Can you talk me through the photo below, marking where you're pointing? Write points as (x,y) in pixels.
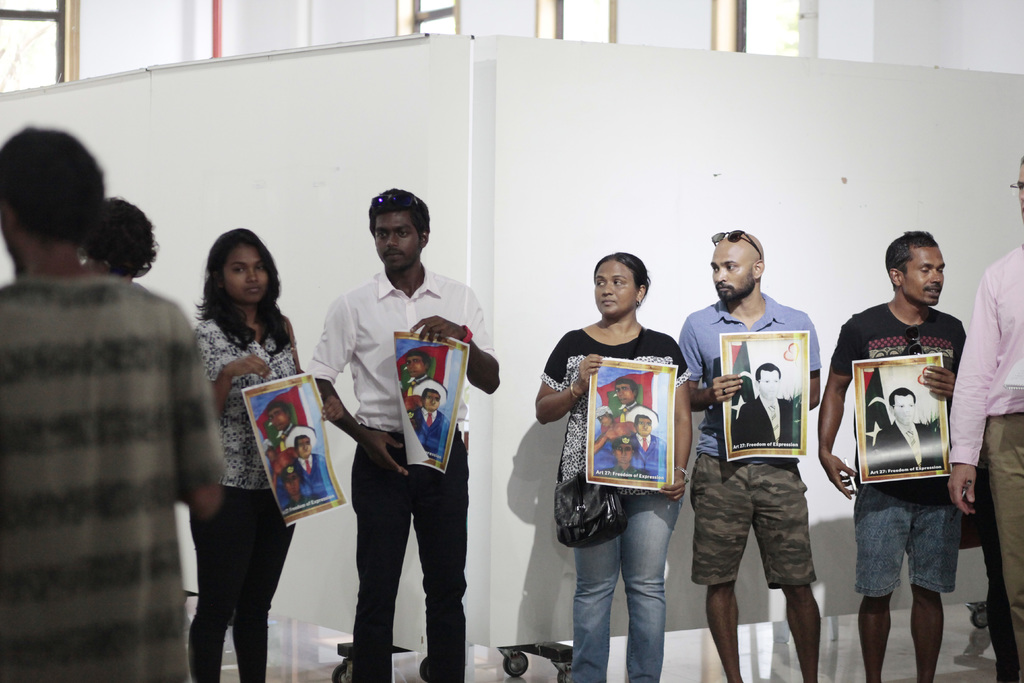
In this image there are people (701,424) standing on the floor (755,640). Few people (798,585) are holding the poster (880,410). On the poster (608,429) there are paintings (629,436) of people (434,413). Behind them there is a wall (510,387). Left top there is a window (25,68).
